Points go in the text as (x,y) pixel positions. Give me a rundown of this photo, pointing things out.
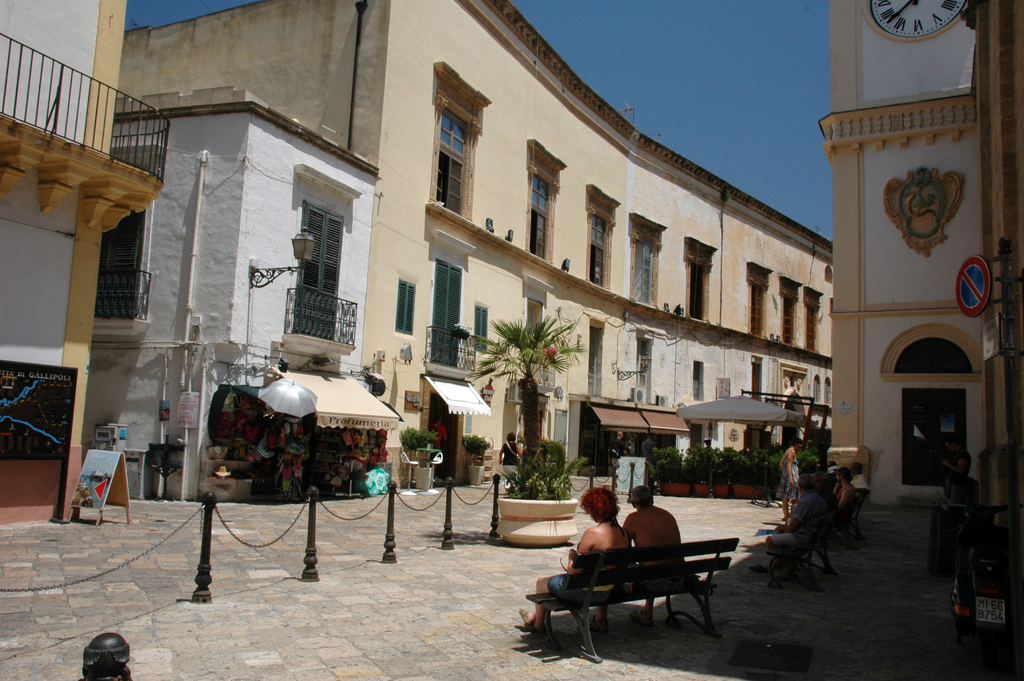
In this picture, we see the people (650,528) are sitting on the benches (601,564). In the middle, we see a plant pot (568,539) and the barrier poles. On the right side (990,569), we see a bike (983,580) and a building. We see a pole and a board (982,292) in red and blue color. At the bottom (359,606), we see the pavement (476,646). On the right side (916,185), we see a clock tower (981,379). On the left side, we see a board (29,394) in black color. Beside that, we see a board (86,482). We see the buildings (426,361) and a shop (340,442) in which we can see many items (328,436). In the middle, we see the people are walking. Beside them, we see the plant pots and a tent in white color.
